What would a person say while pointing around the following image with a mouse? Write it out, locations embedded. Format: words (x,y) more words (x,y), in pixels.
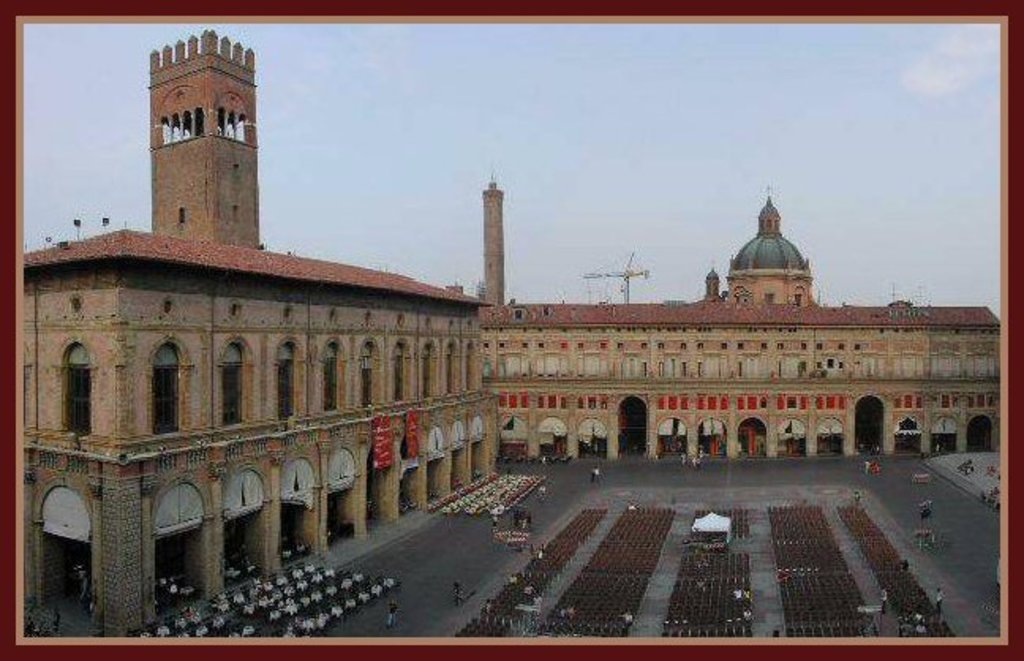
This is an edited image. At the bottom of this image (434,612) I can see many people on the ground (391,589). On the left side (269,447), I can see a building (212,452) along with the pillars (263,547). At the top of the image (655,75) I can see the sky (503,76).
